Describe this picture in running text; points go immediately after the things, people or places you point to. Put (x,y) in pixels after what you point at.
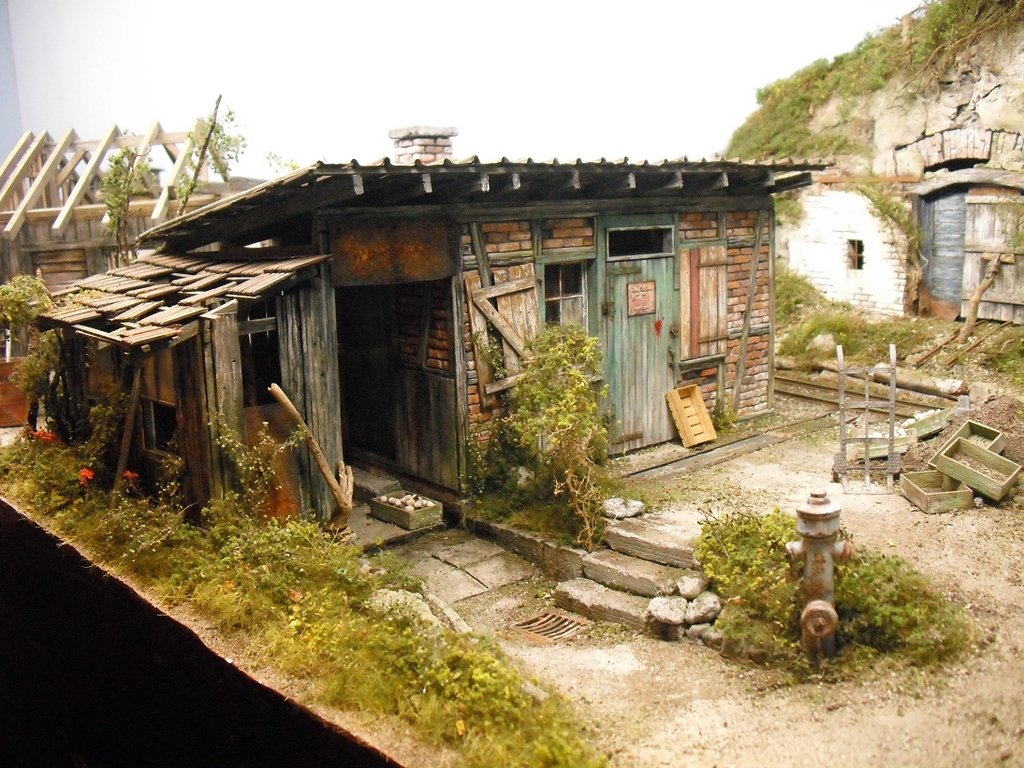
In this image there are some houses (317,351) wooden sticks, fire hydrant (832,536) and some rocks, plants (768,595) and some other objects (993,429). In the background (34,195) there is a house (91,175), and at the bottom (317,607) there are some plants (508,705) and a walkway (619,754).
